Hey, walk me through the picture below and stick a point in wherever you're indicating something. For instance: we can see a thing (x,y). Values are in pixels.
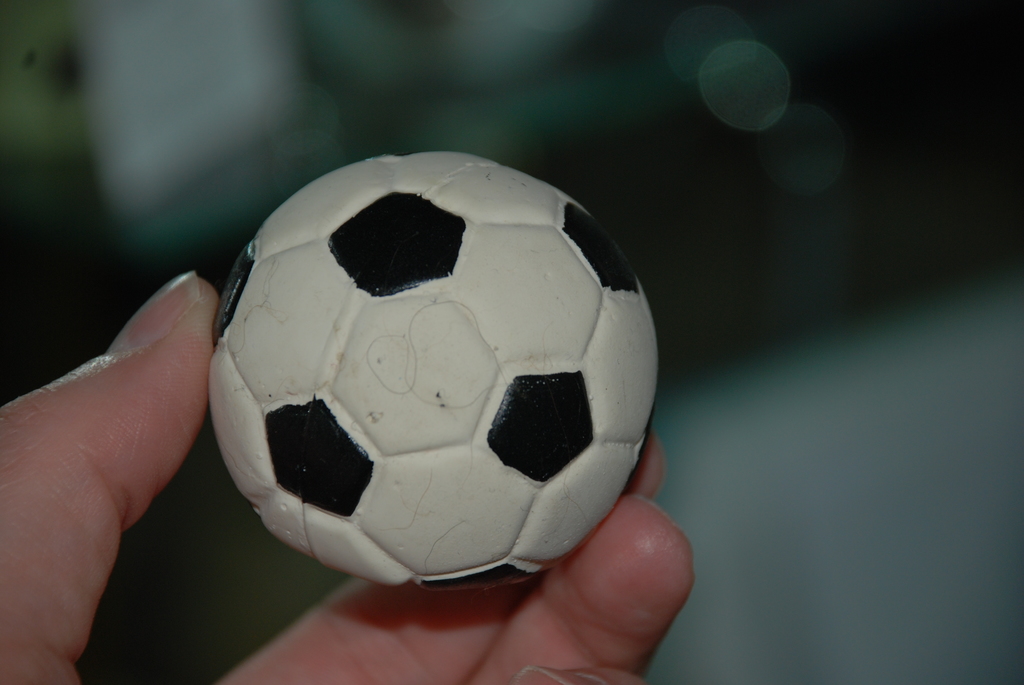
In this image I can see a human hand (477,627) holding a small ball (484,403) which is white and black in color.
